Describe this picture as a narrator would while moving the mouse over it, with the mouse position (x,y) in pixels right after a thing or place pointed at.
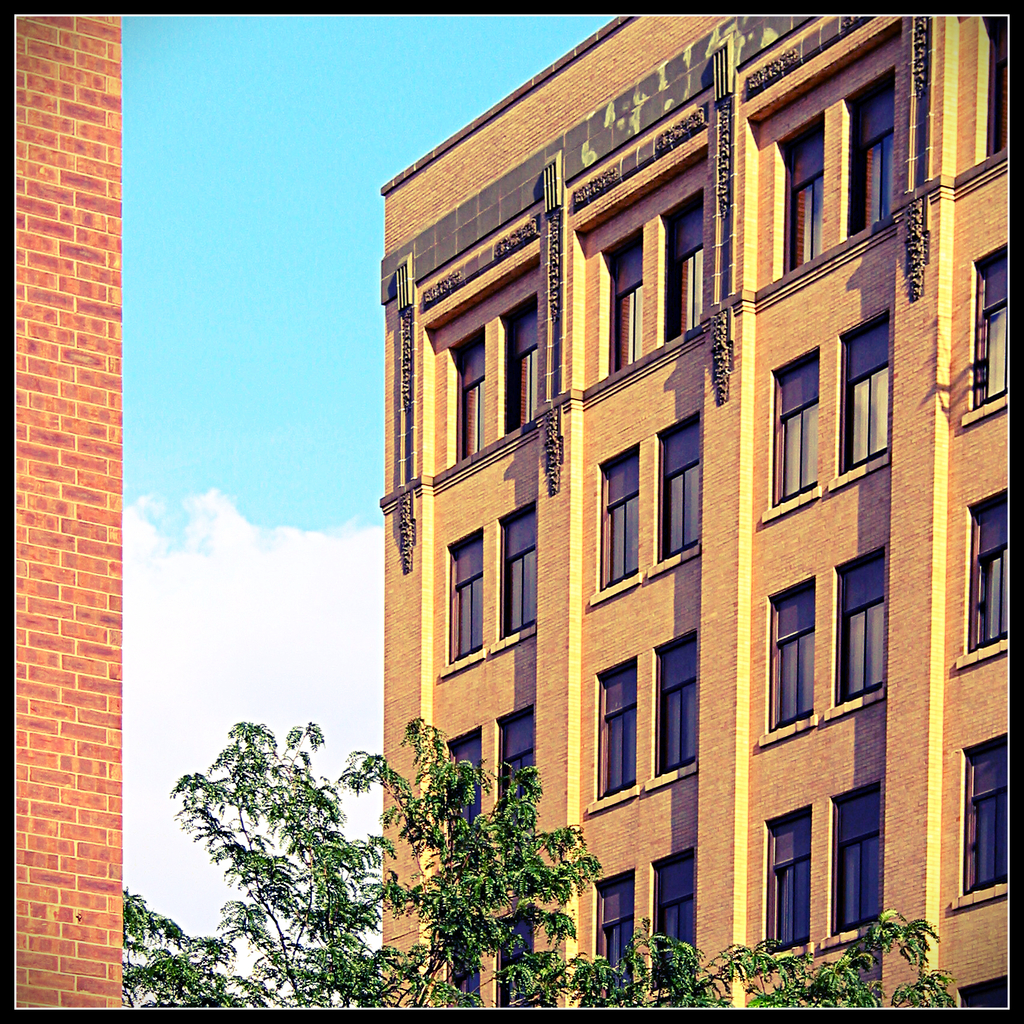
In this picture I can observe building (536,537) in the middle of the picture (555,400). In the bottom of the picture (320,837) I can observe trees (267,856). In the background (218,596) I can observe some clouds (206,558) in the sky (246,406).
